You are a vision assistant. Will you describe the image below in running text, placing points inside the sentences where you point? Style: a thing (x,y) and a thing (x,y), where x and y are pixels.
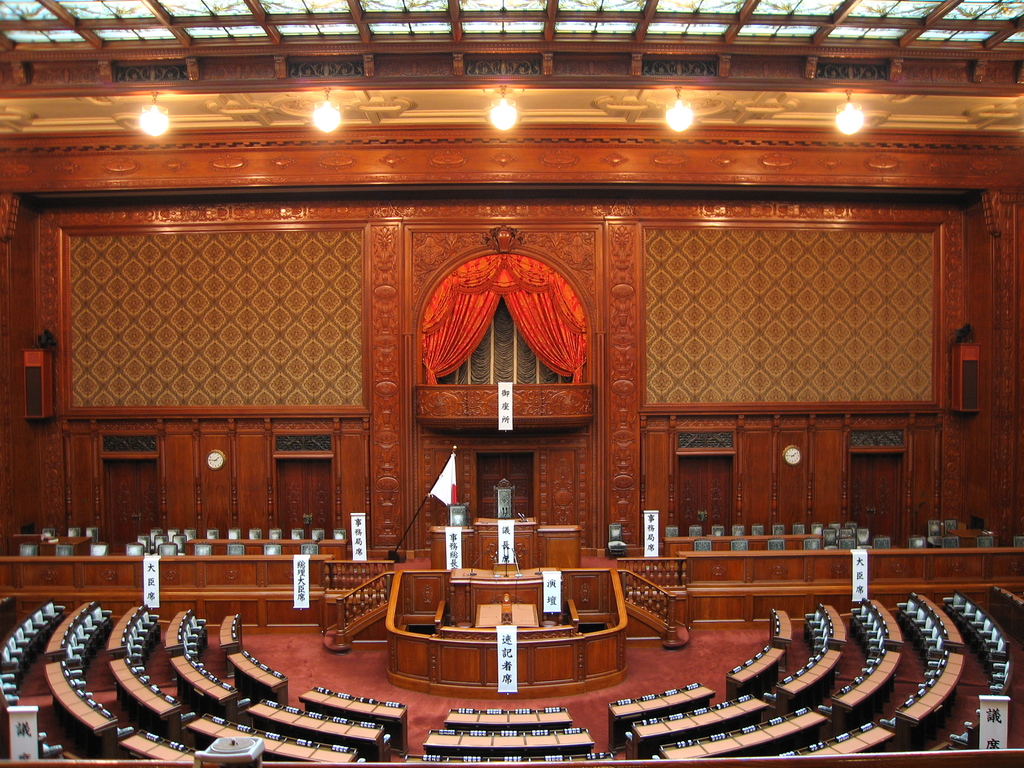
This is an inside view of an assembly, where there are tables (285,718), chairs (1002,681), flag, podiums (451,687), clocks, lights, banners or boards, curtains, speakers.
